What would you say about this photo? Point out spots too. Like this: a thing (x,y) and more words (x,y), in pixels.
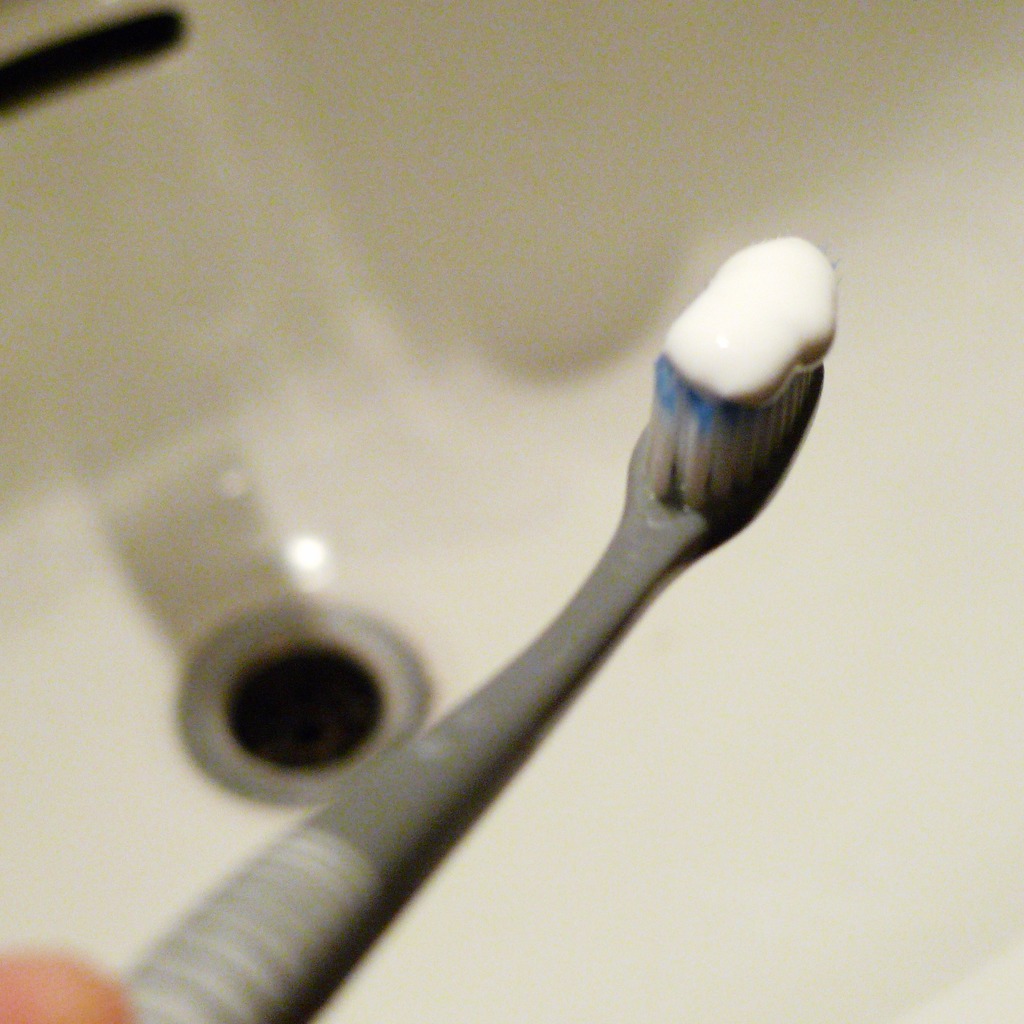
In this picture we can see a toothbrush (194,941) with toothpaste (823,276) on it. In the background (405,630), we can see a white sink (297,600) with a sinkhole (309,619).
